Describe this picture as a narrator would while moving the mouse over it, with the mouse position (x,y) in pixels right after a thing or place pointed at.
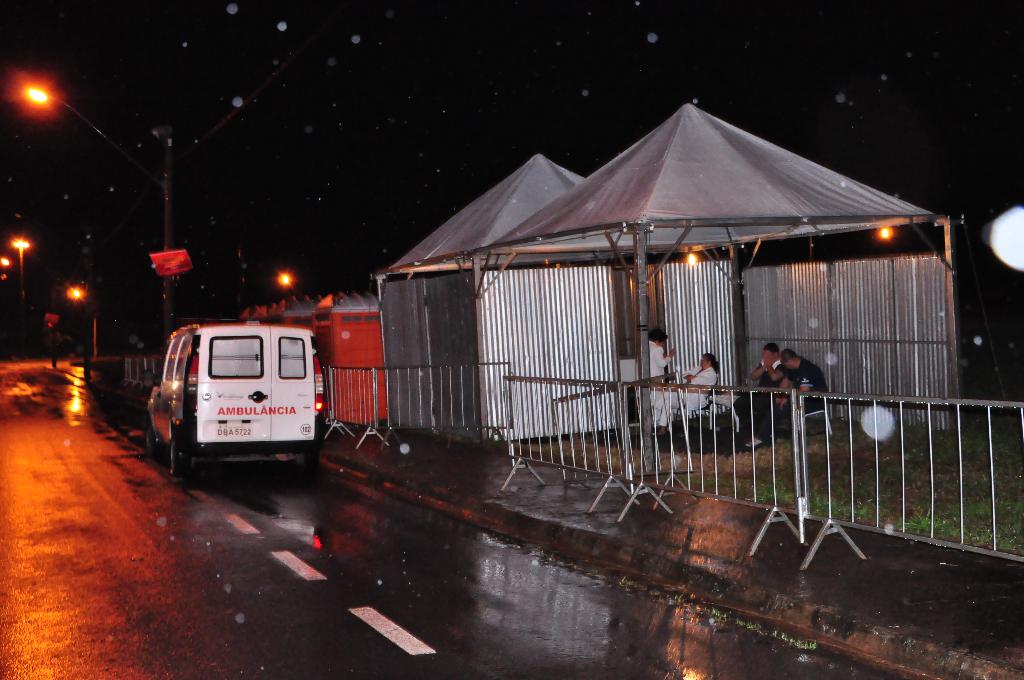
In this image we can see a vehicle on the road (265,544). We can also see the metal fence (715,417), grass (914,487), a group of people (744,434) under a tent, some street poles (167,270), lights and the sky (468,178).
